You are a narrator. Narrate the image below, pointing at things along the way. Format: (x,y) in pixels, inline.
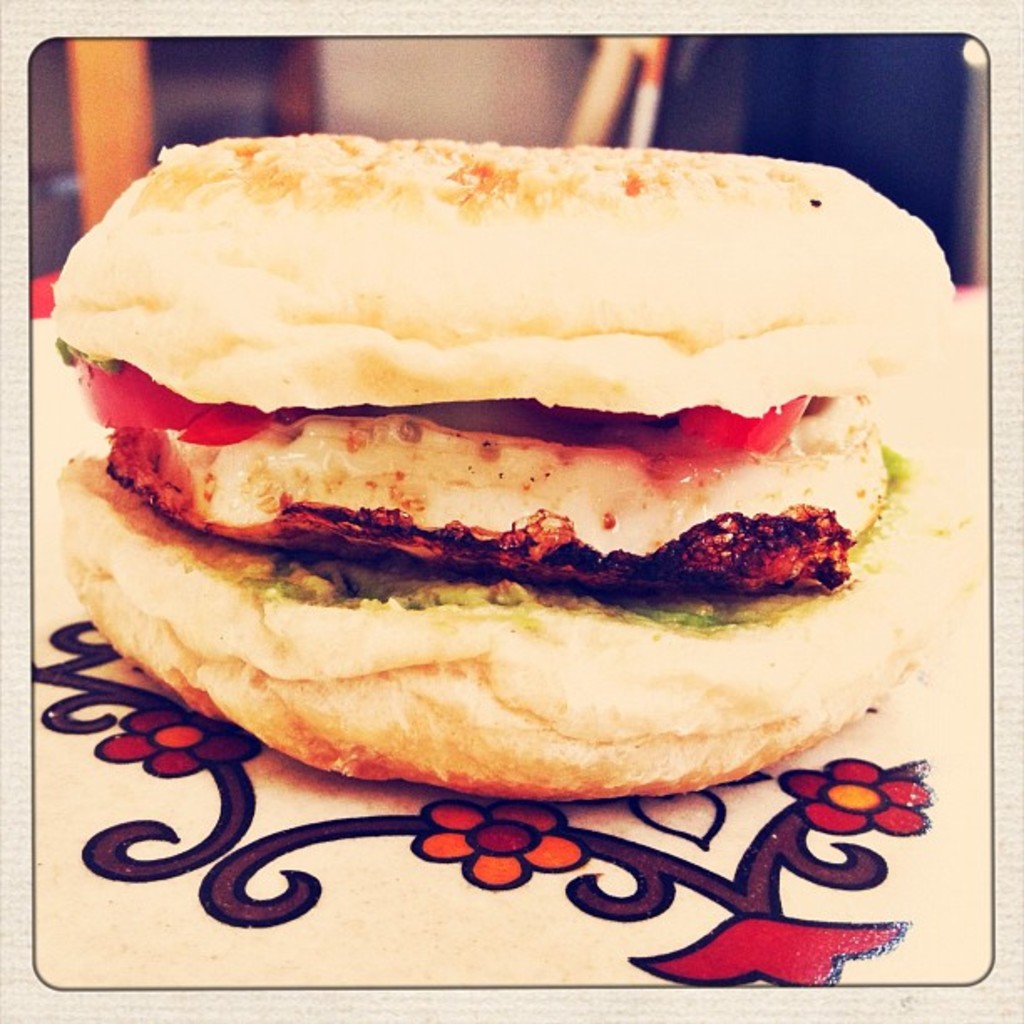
In this picture there is a burger (355,643) on the table (650,843). In the background (436,86) we can see the window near to the wall (395,87).
